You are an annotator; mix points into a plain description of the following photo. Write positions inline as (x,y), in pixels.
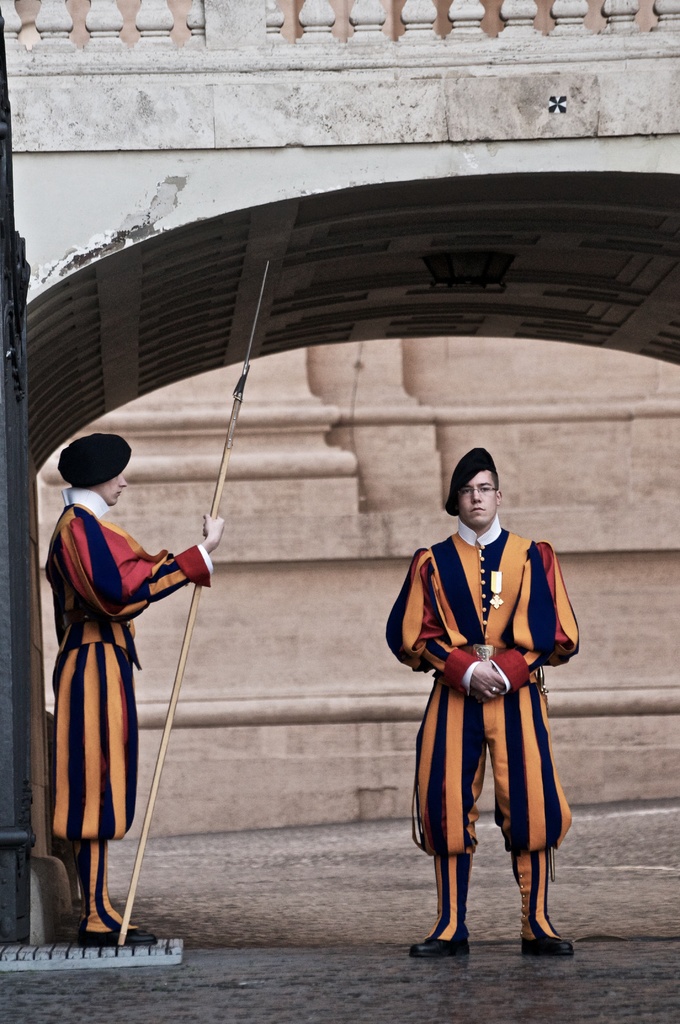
In this image we can see these two people (520,666) are wearing different costumes (514,744) are standing on the ground (197,927) and this person (150,584) is holding a stick (218,494) in his hands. In the background (408,282), we can see a bridge (423,331) and the wall (503,515).
